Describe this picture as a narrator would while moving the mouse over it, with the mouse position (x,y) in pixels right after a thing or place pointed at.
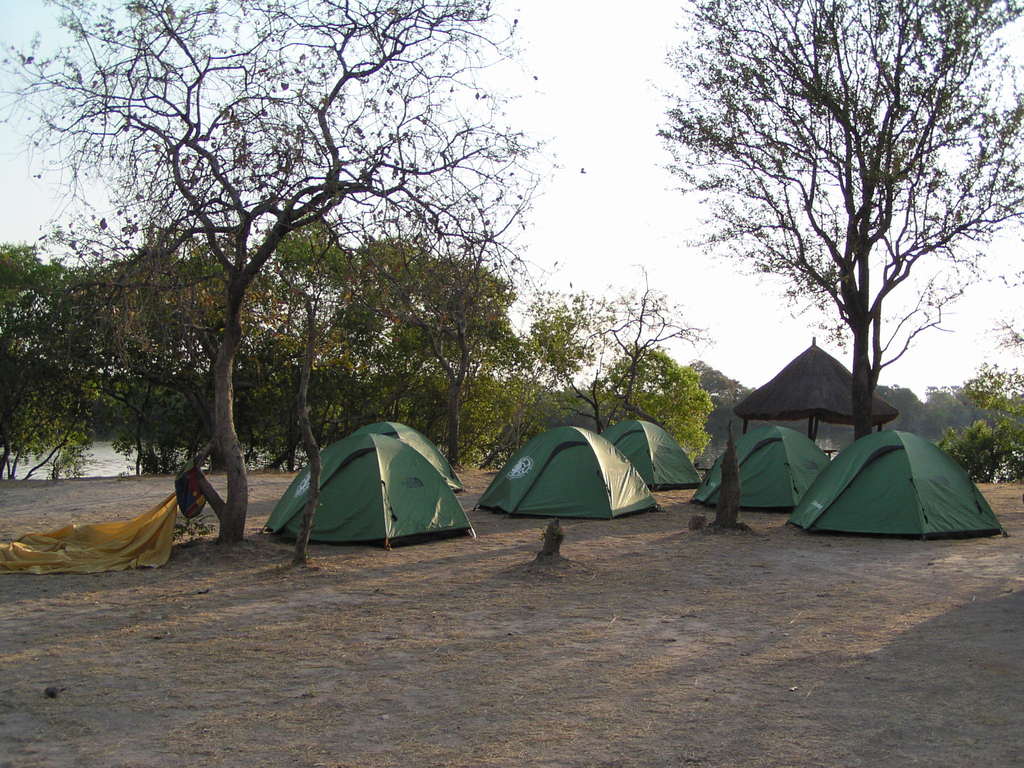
In the image we can see there are tents (641,491), trees (440,418) and the sky (559,155). We can see the water (109,464) and the pole hut (787,388).
